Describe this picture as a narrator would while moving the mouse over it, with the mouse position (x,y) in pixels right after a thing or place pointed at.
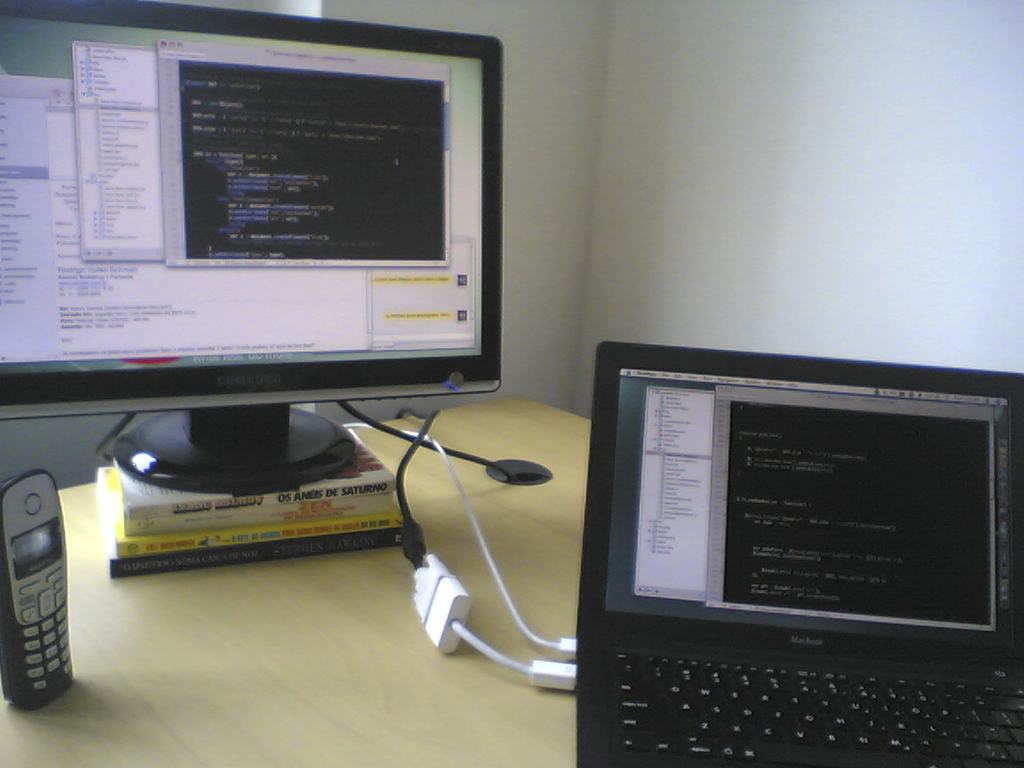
In the picture we can find a table (564,481). On the table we can find a mobile phone (10,618), monitors (92,91) and laptop (646,492), background (838,192) we can see a wall (826,179).
